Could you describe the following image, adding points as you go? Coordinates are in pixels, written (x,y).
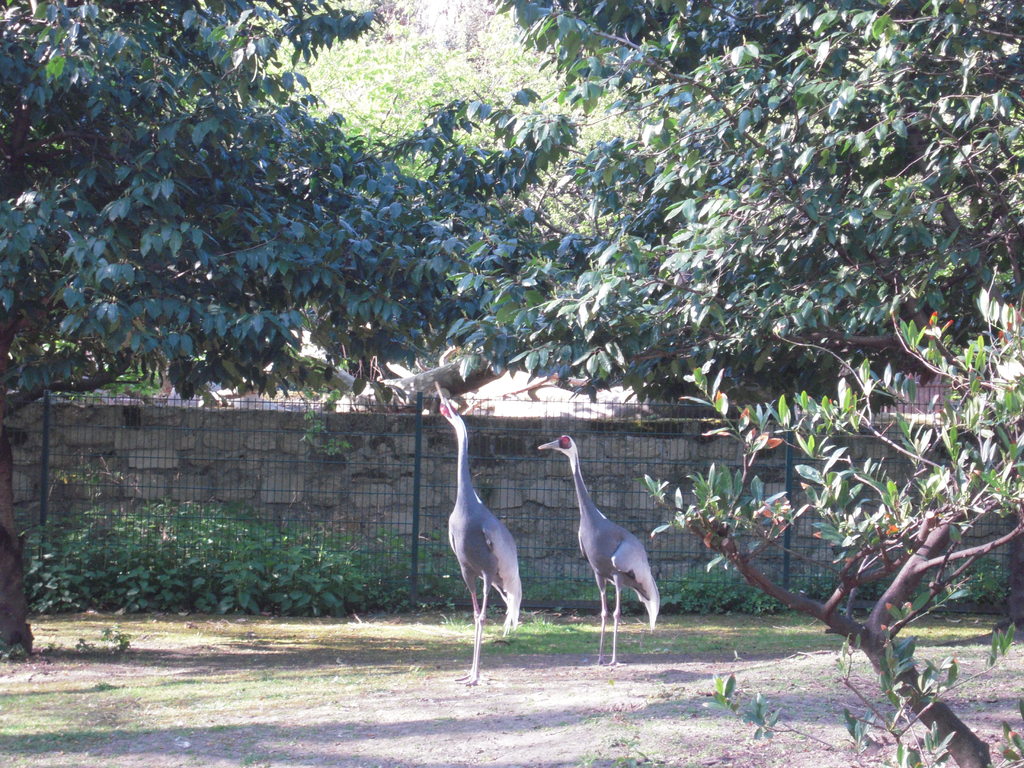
This image is taken outdoors. At the bottom of the image (367,687) there is a ground (469,740) with grass (262,687) on it. In the background (458,221) there are a few trees (518,218) with leaves (832,279), stems (415,386) and branches (431,390). There is a wall (443,464) and there is a fence (327,491). There are a few plants (323,555). In the middle of the image (461,481) there are two birds (465,445) on the ground (743,625).
